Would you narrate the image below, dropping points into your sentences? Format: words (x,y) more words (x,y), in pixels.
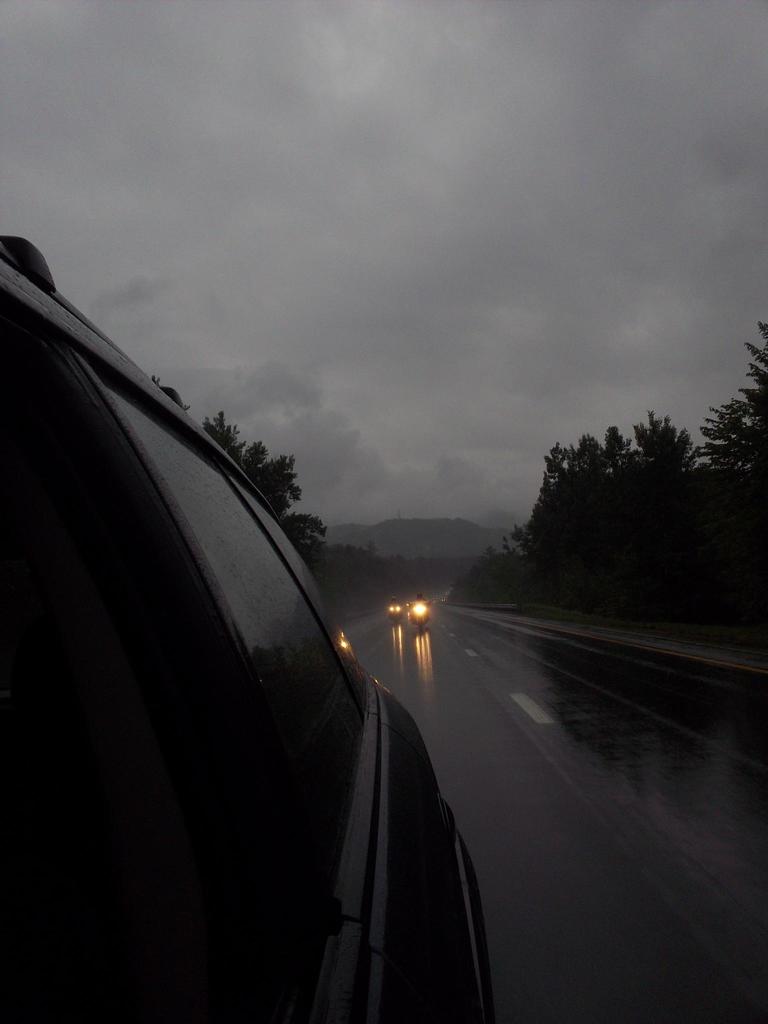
In this image there is a road (440,667), there are vehicles (425,605) on the road (407,642), there are trees (578,532), there is the sky (444,218).
